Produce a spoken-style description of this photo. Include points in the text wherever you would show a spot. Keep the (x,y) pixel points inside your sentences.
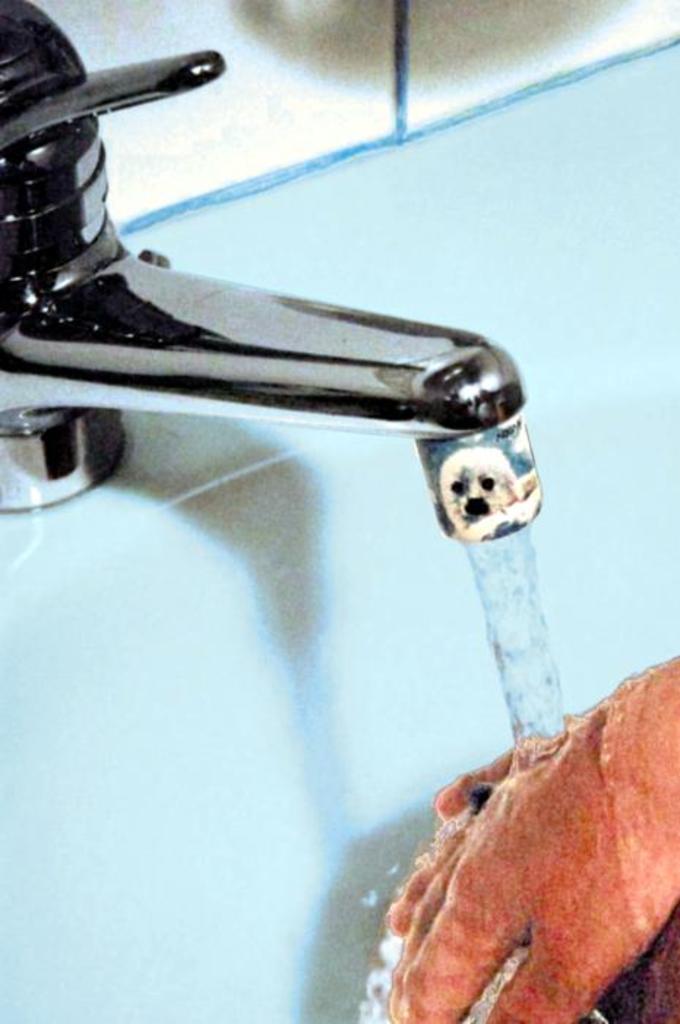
In this picture, we see the person (628,865) washing the hands (537,931) under the tap (123,79). In this picture, we see the wash basin (233,683) and a tap (83,119). In the background (282,115), it might be a mirror (292,133) or a white wall (332,133).
